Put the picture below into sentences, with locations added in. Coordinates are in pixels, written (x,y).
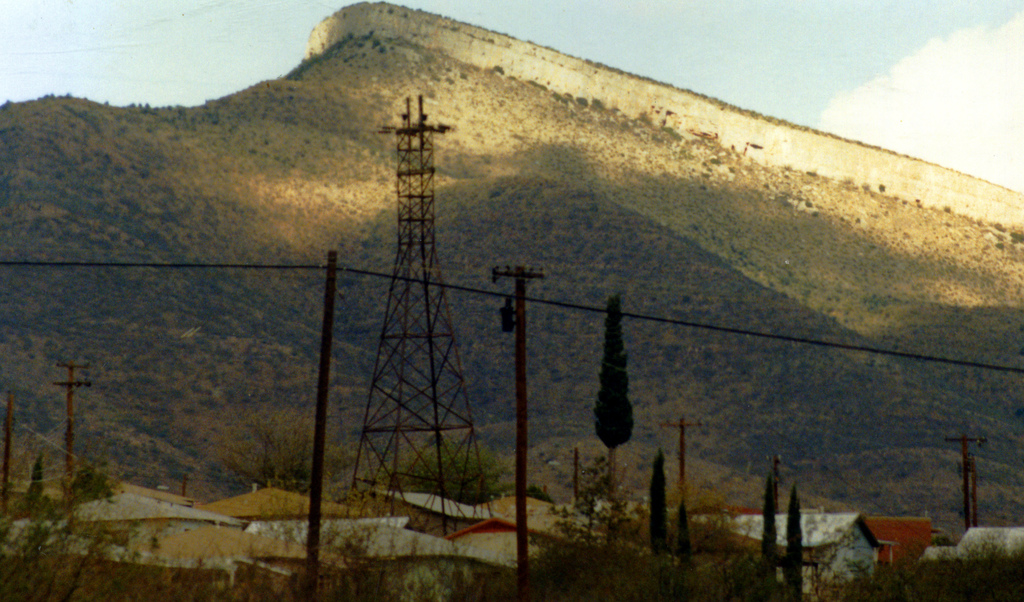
In this image we can see a few houses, there are some trees (635,505), poles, mountains (695,239), tower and the wall (727,129), also we can see the sky (824,99) with clouds (903,88).
